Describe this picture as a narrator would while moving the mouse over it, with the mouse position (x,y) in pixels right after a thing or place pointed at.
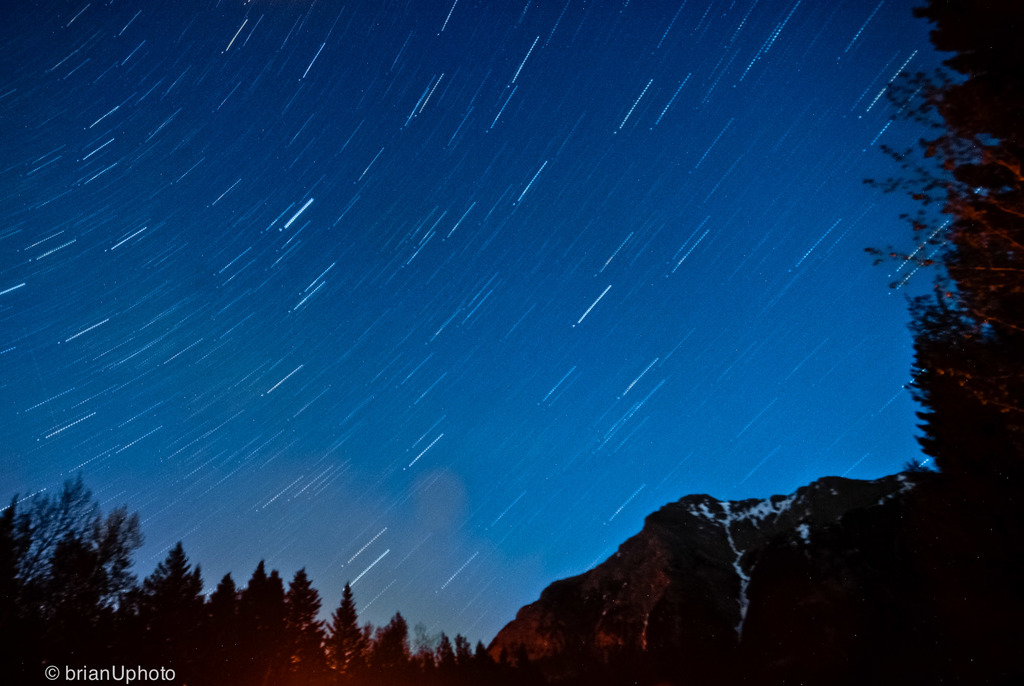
This is an edited image, in this image there are trees (304,614) and the sky (388,394), on the bottom left (87,674) there is some text (98,668).
